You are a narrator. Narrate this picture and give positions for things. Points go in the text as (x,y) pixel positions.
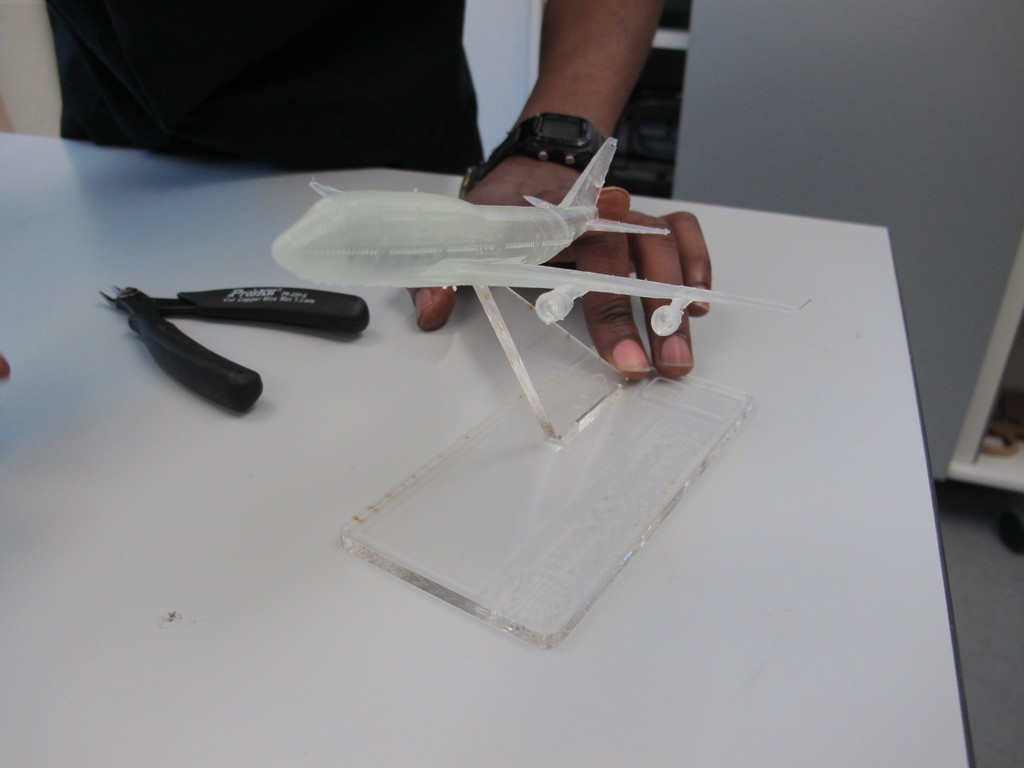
In this picture I can observe miniature of an airplane (342,228) on the table (216,755). I can observe mini cutting pliers (266,310) on the table (231,327) on the left side (339,296). In the top of the picture (293,105) I can observe a person (407,139).
